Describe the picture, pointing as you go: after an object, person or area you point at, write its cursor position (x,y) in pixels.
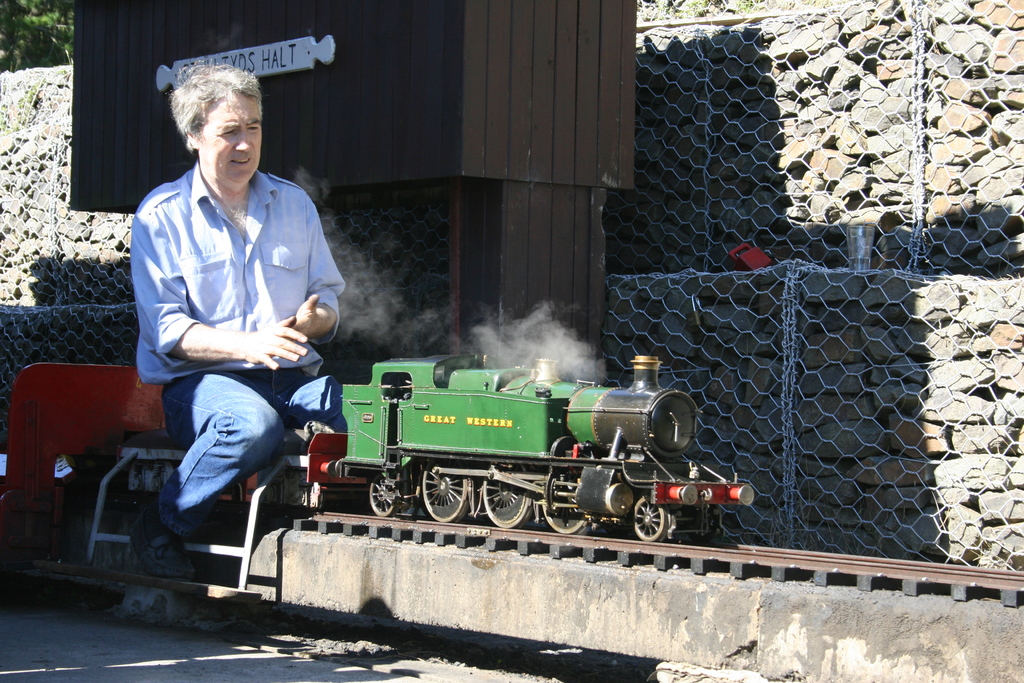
In this image, we can see a railway track (810,560), there is a train (529,467) on the track (824,560), we can see a man (275,268) sitting on the train (146,469), we can see the fence (789,358) and a wall (767,117).
